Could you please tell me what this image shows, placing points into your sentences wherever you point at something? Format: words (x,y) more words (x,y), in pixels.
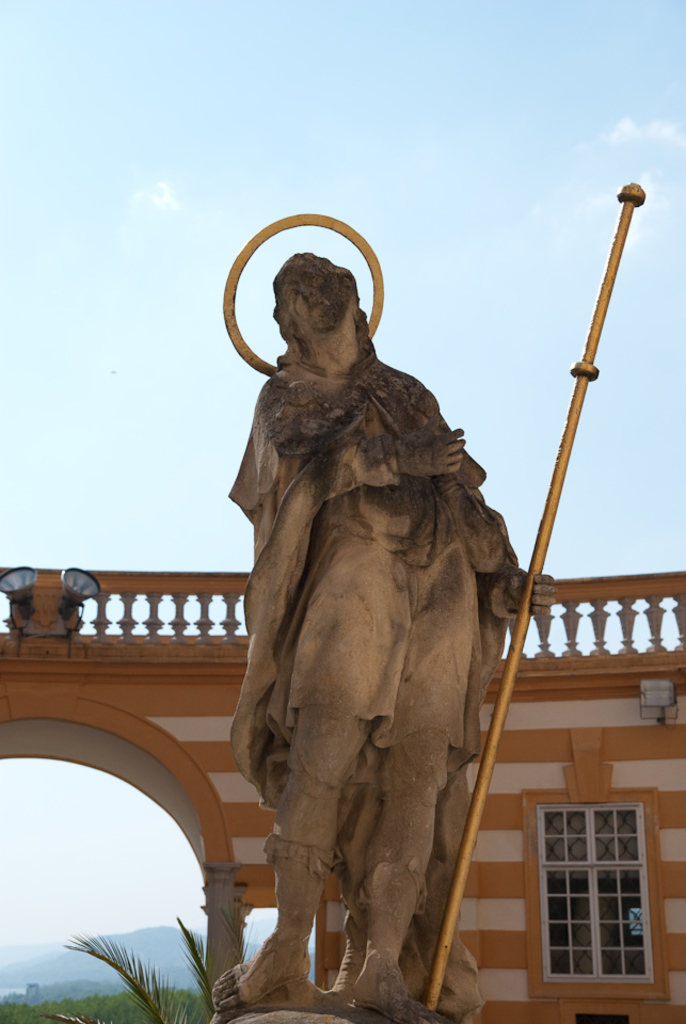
In this image, we can see a statue (377,763) and pole (474,802). Background we can see wall (654,757), railing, window (581,881), grill (606,886), lights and sky (650,509). On the left side (198,1017) bottom, we can see few trees (101,1010) and hill (14,965).
